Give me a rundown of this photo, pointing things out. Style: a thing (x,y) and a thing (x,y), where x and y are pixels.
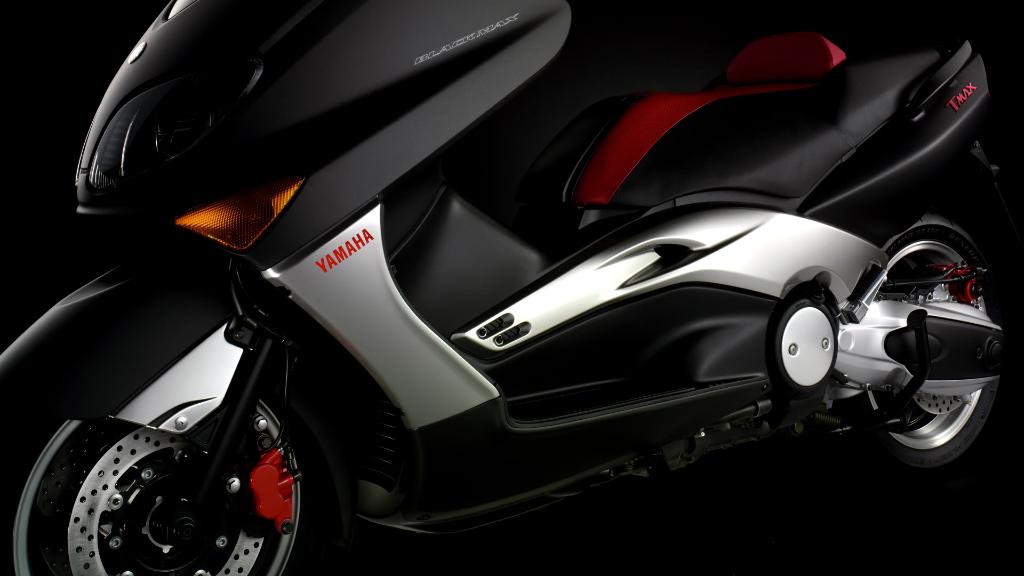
In this image we can see a motor vehicle (426,310) which is placed on the surface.
